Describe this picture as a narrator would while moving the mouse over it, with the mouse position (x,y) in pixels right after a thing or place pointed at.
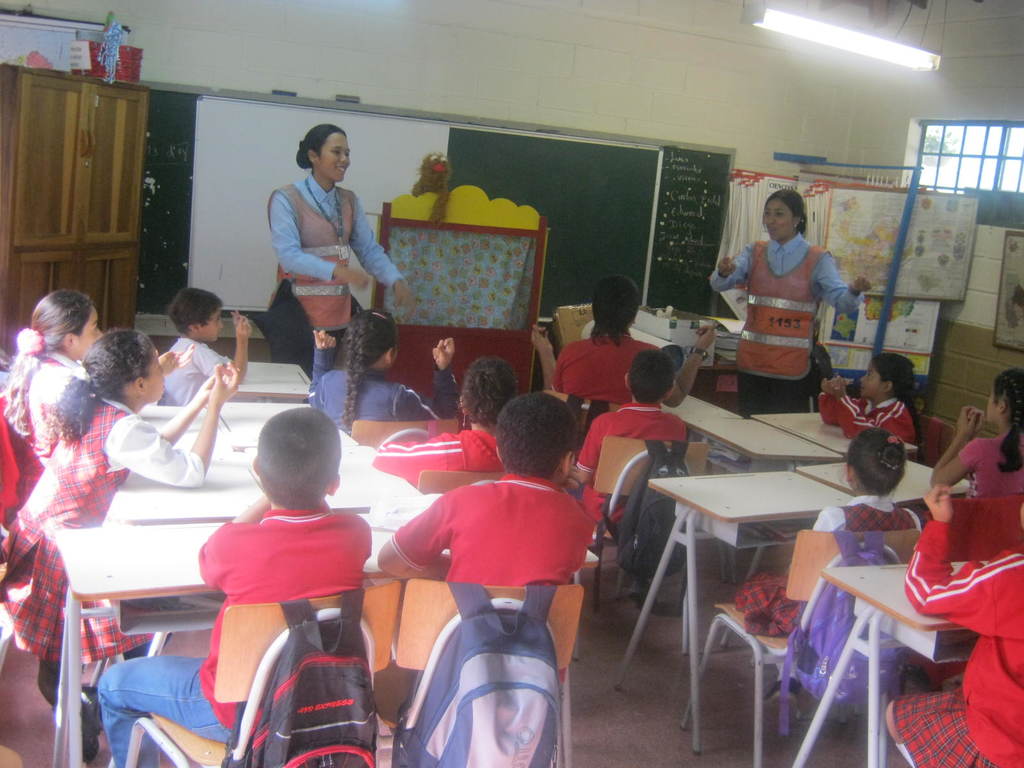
This is the picture of a room (533,539). In this image there are group of people (46,432) sitting on the chairs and there are two persons (728,285) standing. At the back (256,225) there are boards (684,250) and there is text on the boards (363,298). On the left side of the image (100,49) there are objects (73,47) on the cupboard (90,208). On the right side of the image (947,174) there is a window (947,174). At the top (867,40) there is a light (903,49). At the bottom (679,658) there is a floor (656,640).
